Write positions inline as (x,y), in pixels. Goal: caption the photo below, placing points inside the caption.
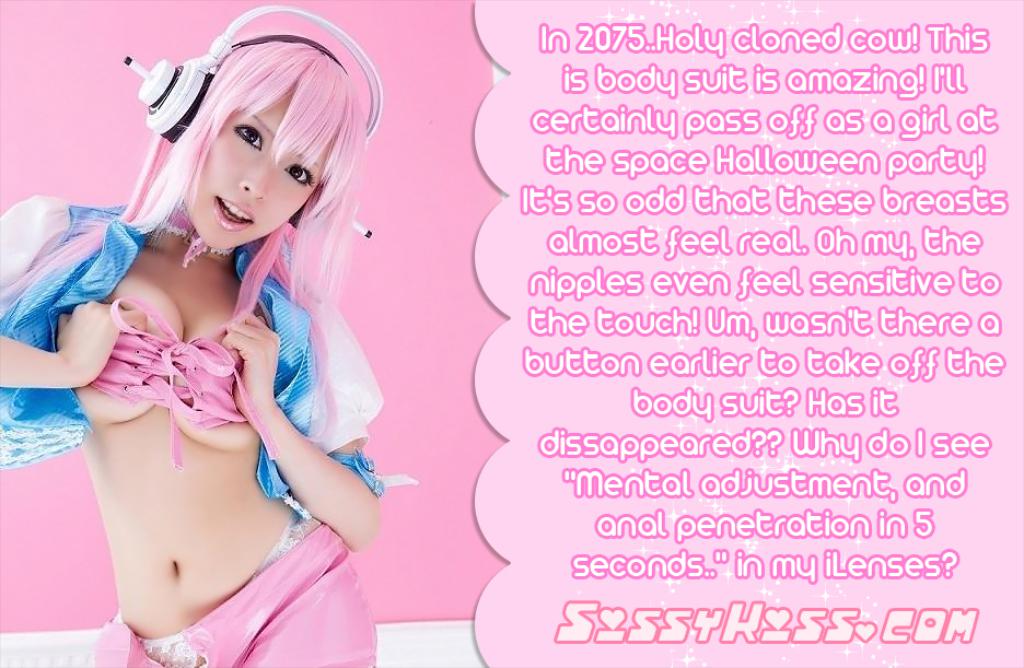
In this image we can see the woman (257,213) with a pink hair (250,84). On the right (890,332) we can see the text (641,241) and the background of the image (392,584) is in pink color.
